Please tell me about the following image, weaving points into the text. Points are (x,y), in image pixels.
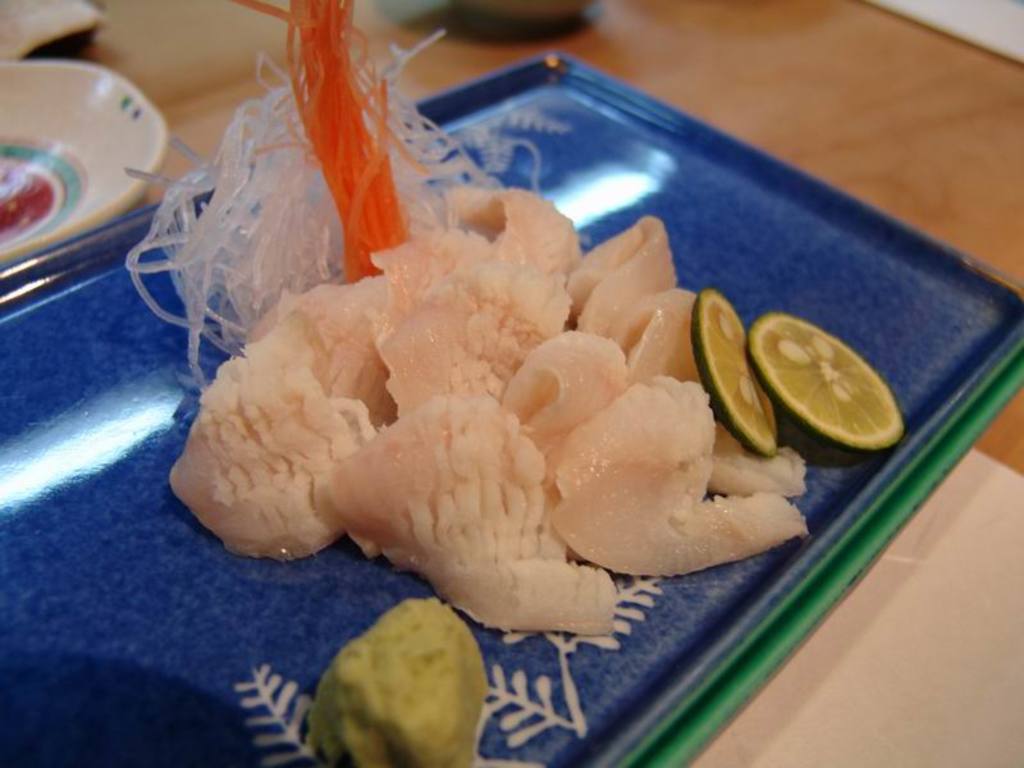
In this image there is a table (868,39), on that table (176,168) there is a plate (768,177), in that plate (957,310) there is food item (420,326), beside the plate (55,254) there are bowls (99,141).
